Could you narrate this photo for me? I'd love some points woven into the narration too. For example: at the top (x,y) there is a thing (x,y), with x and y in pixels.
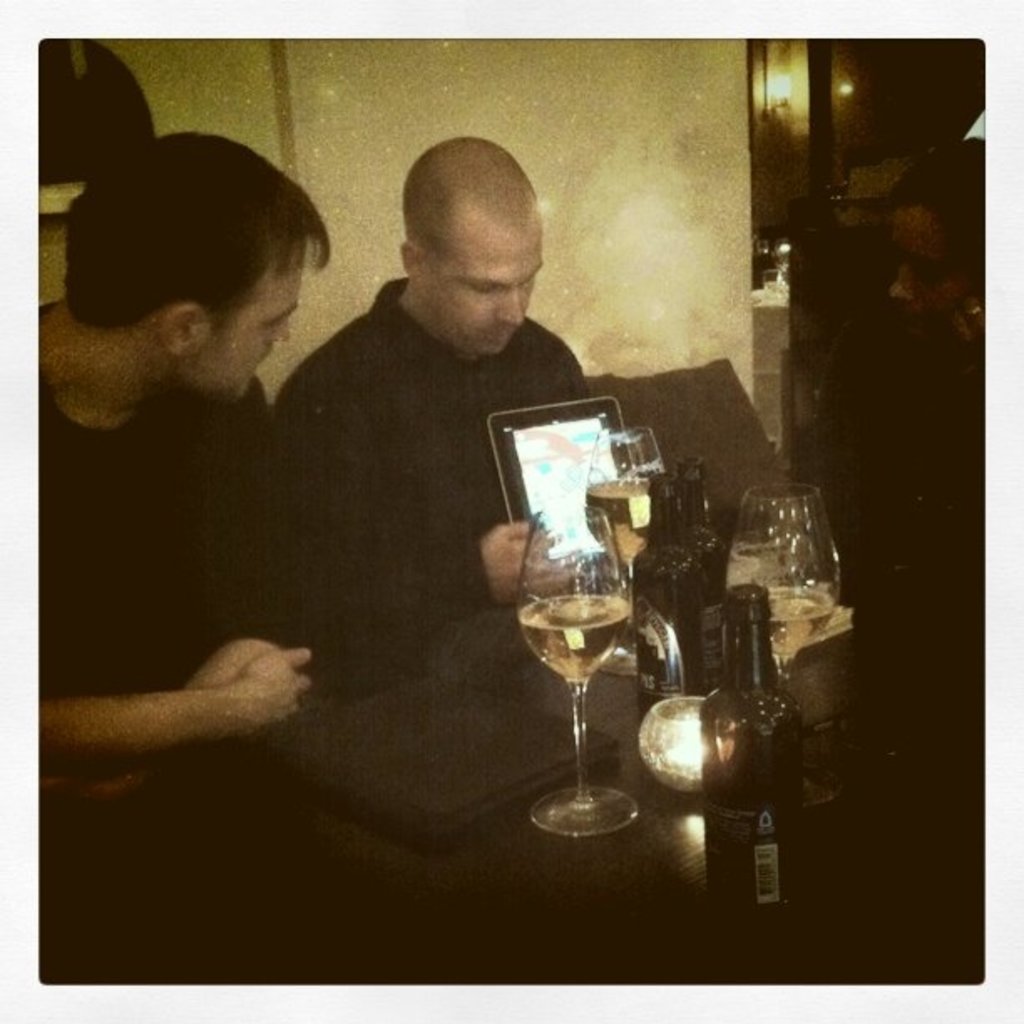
In this picture there are two men (440,305) and a woman (865,340) sitting on the chair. There is a tablet (566,513), glass (621,658), bottle (670,655) on the table (610,713). There is a light (787,79) at the background (787,100).
